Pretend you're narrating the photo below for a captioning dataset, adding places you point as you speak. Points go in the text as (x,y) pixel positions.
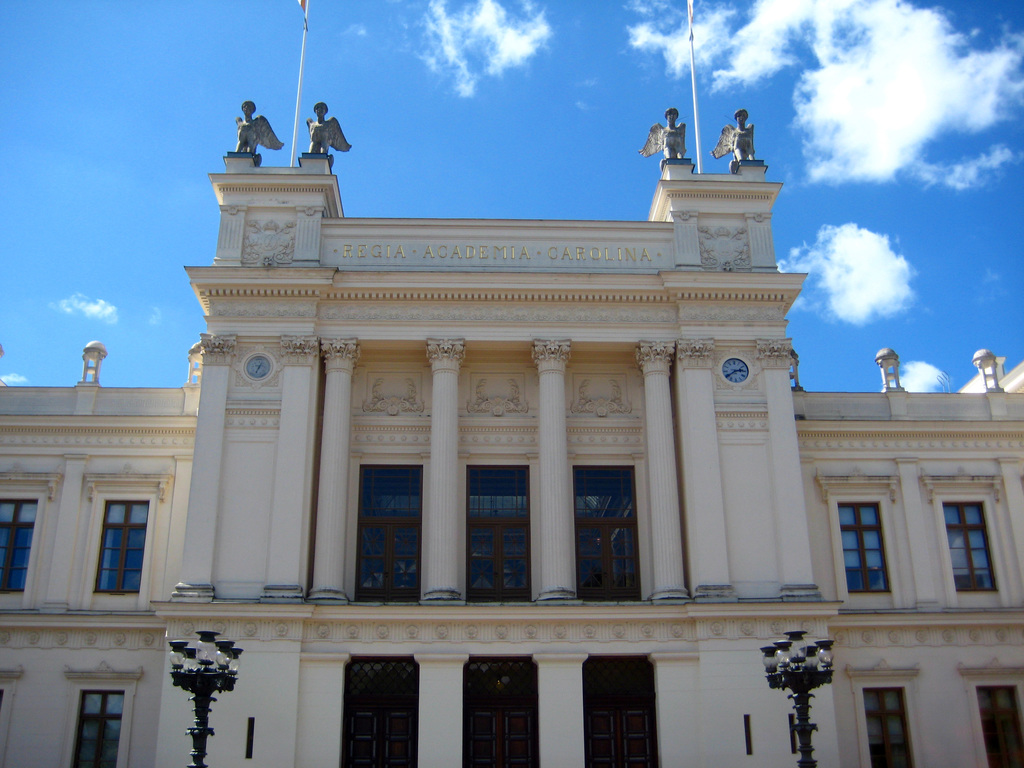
In this picture we can see a building (409,733), light poles (806,676), windows (611,547), pillars (778,341), clocks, statues (274,144), flag poles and in the background (257,105) we can see the sky (361,109) with clouds (853,126).
